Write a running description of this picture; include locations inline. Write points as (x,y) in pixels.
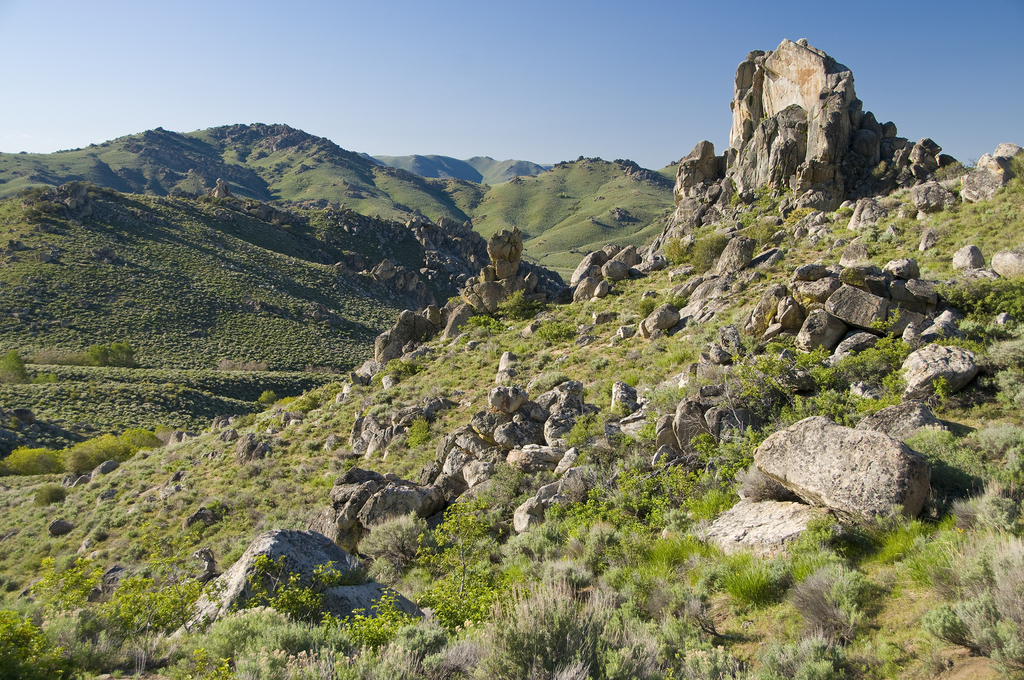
In this picture we can see hills (423,162), rocks (729,278), plants (608,548), grass (444,421) are present. At the top of the image (649,64) sky (648,52) is there.
